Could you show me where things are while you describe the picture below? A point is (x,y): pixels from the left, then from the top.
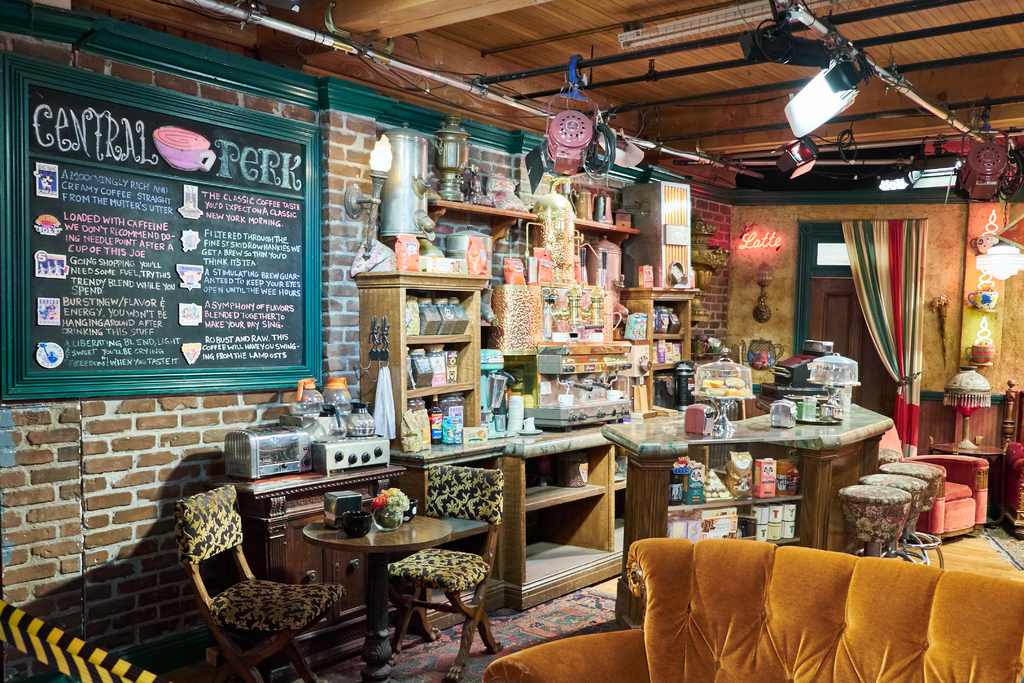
In this image i can see a couch (803,609) few chairs (469,566) a table (411,536) and few objects (383,522) on it and rack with number of utensils (522,353) and boxes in them and chairs (882,485) and kitchen counter top (766,433) and a gas stove (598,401) and a huge blackboard (189,227). In the background (728,279) I can see the wall (777,300), the door (841,331), the curtain (864,301), a couch (948,486) and a lamp (961,398).
